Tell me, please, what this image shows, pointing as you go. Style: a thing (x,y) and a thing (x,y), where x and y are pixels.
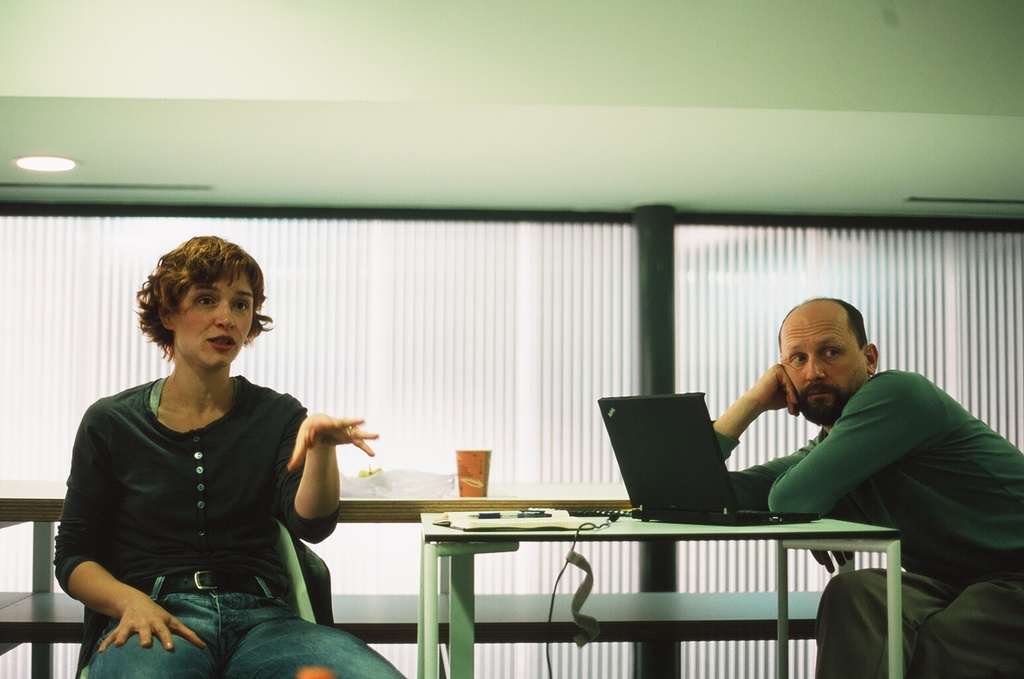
In the picture there is a lady (200,447) with black t-shirt (229,467) is sitting on chair (299,557). Beside her there is a table (591,536). On the table (636,535) there is a laptop (677,486), a book (516,522), and a pen (500,518). The man (842,485) in the right corner (929,440) is sitting on a chair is keeping hands (778,461) on the table (783,547). And in the back side (503,491) there is another table (502,488). On the table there is a cup (486,459). In the background (469,278) there are curtains (519,303) to the window (401,318) and the pole (654,326).
